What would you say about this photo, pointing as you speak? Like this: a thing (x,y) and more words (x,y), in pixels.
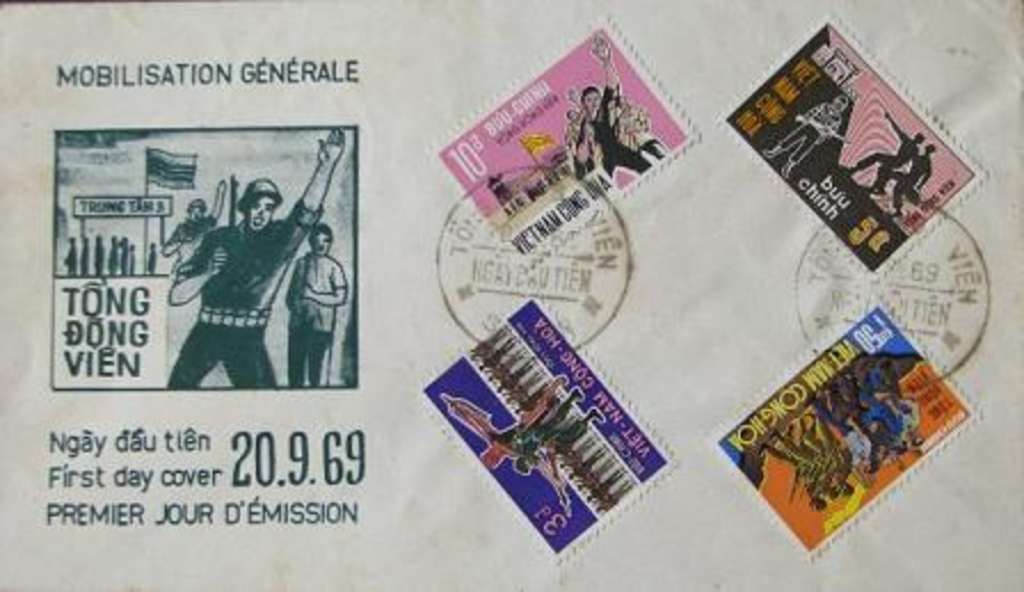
In the image we can see a paper (469,514), on the paper (473,46) we can see some stamps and text (115,521).
